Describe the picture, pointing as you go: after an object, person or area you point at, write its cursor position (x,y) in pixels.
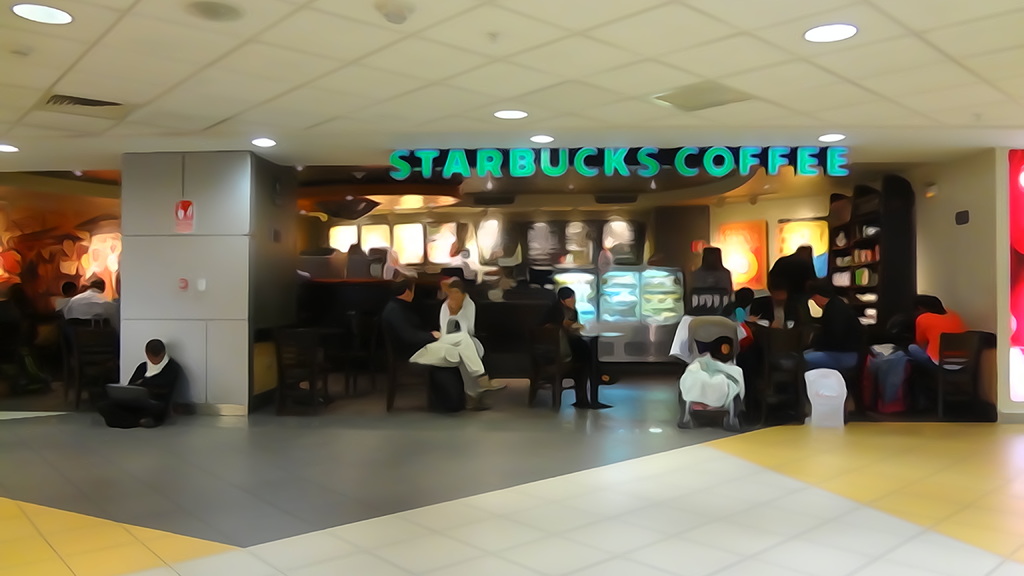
It is an edited picture. In this picture, few people (63,285). Few are sitting on the chairs (961,346) and floor (181,420). Here we can see few objects (660,315), pillar (240,392), wall (931,231), floor (702,559) and some text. Top of the image (755,48), there is a ceiling (522,82) and lights (827,139).
